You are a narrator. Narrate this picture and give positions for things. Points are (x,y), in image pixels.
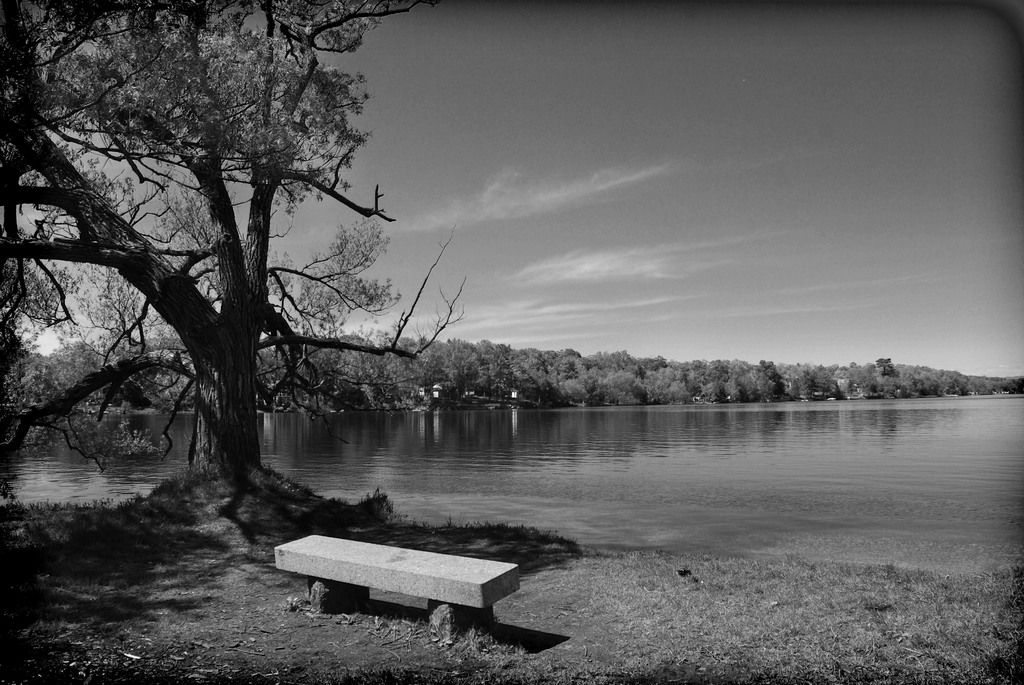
In the picture I can see the lake (805,407). There are trees (641,402) on the side of the lake (1020,407). I can see a marble bench (443,604) at the bottom of the picture (414,593). There are clouds (584,261) in the sky (588,200).
